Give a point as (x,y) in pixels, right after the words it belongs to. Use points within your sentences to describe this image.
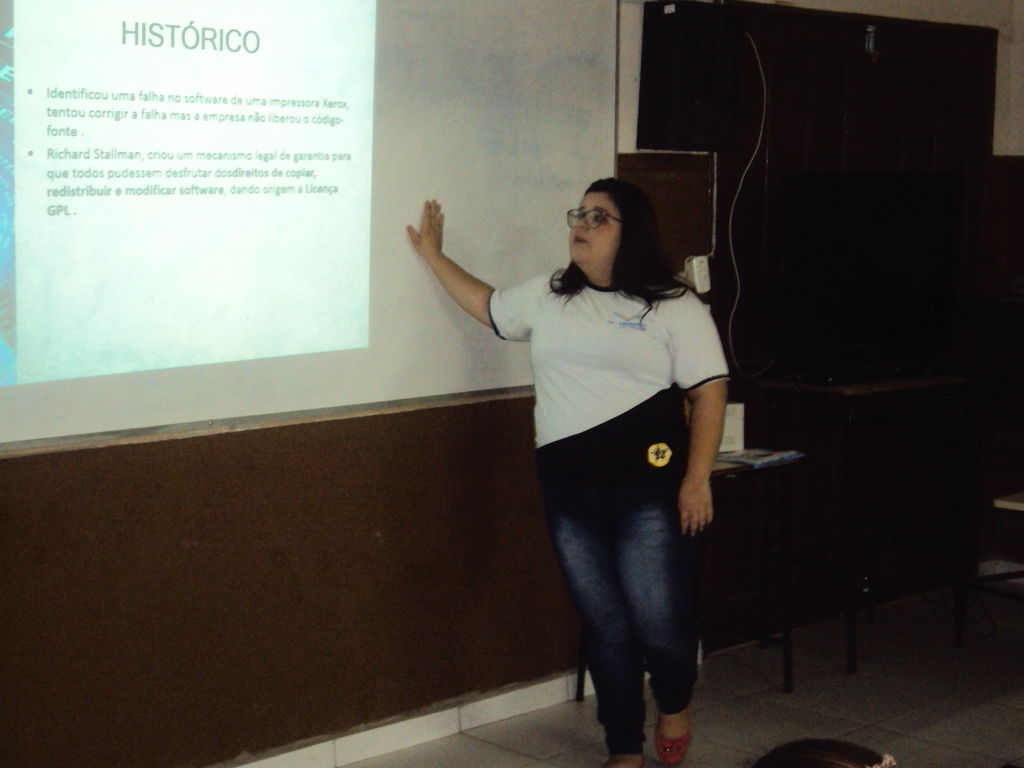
In this image we can see a woman (536,436) is standing on the floor (749,708) and there is a screen (351,317) on the wall (181,638). We can see objects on a table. In the background (871,258) on the right side (925,286) the image is not clear but we can see objects (845,269).
